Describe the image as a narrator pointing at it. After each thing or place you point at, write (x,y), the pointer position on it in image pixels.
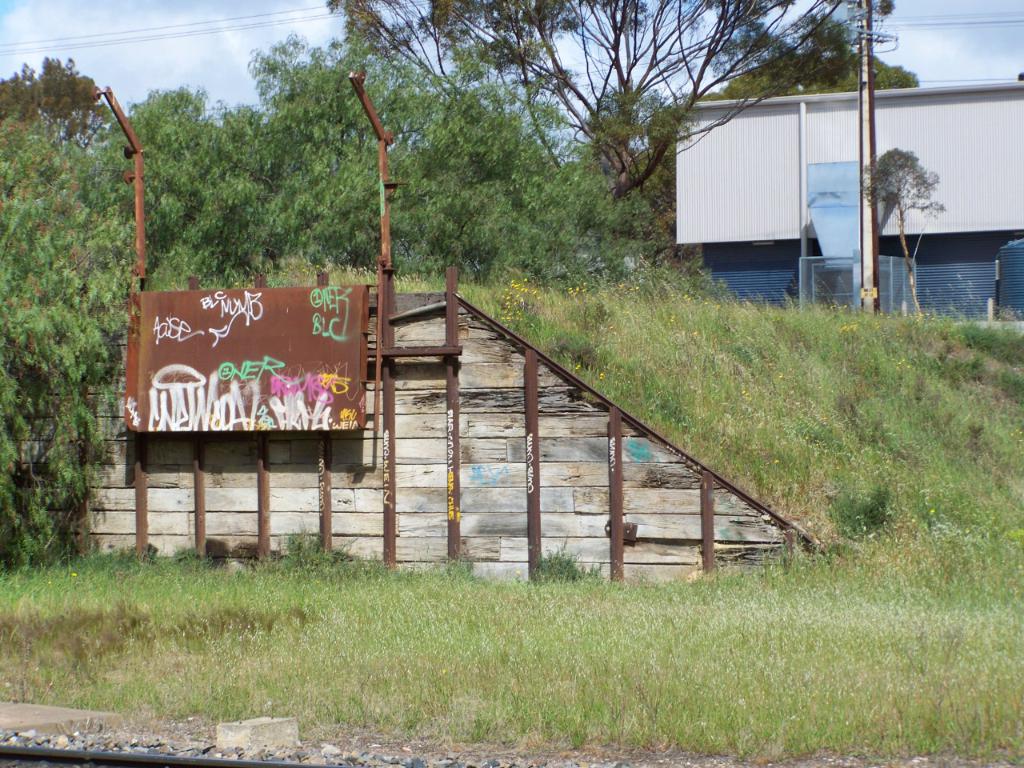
In this image we can see sheds (878,149), electric poles (864,105), electric lights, electric cables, grass (307,630), trees (423,124) and sky (20,14) with clouds (200,21).
